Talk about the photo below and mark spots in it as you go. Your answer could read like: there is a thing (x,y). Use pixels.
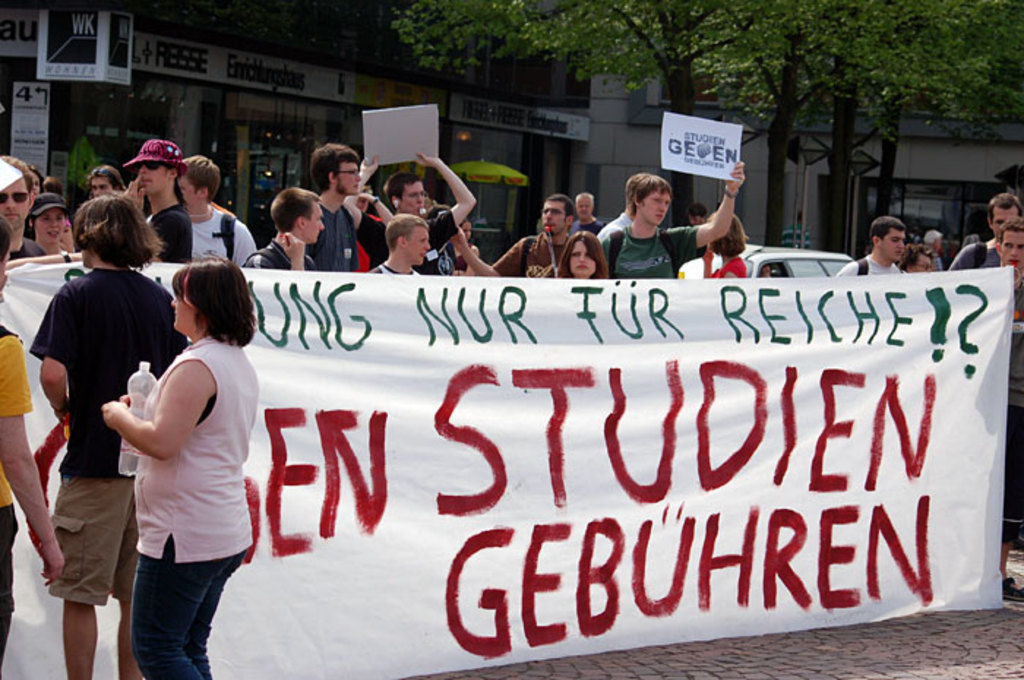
In this image, we can see many people (371,224) and some are holding boards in their hands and some are wearing caps (135,163) and are holding some objects (150,386) and some people (173,214) are holding a banner (406,475). In the background (439,56), there are trees (563,47) and buildings (867,127) and poles (803,170). At the bottom (805,645), there is a road (805,645).
